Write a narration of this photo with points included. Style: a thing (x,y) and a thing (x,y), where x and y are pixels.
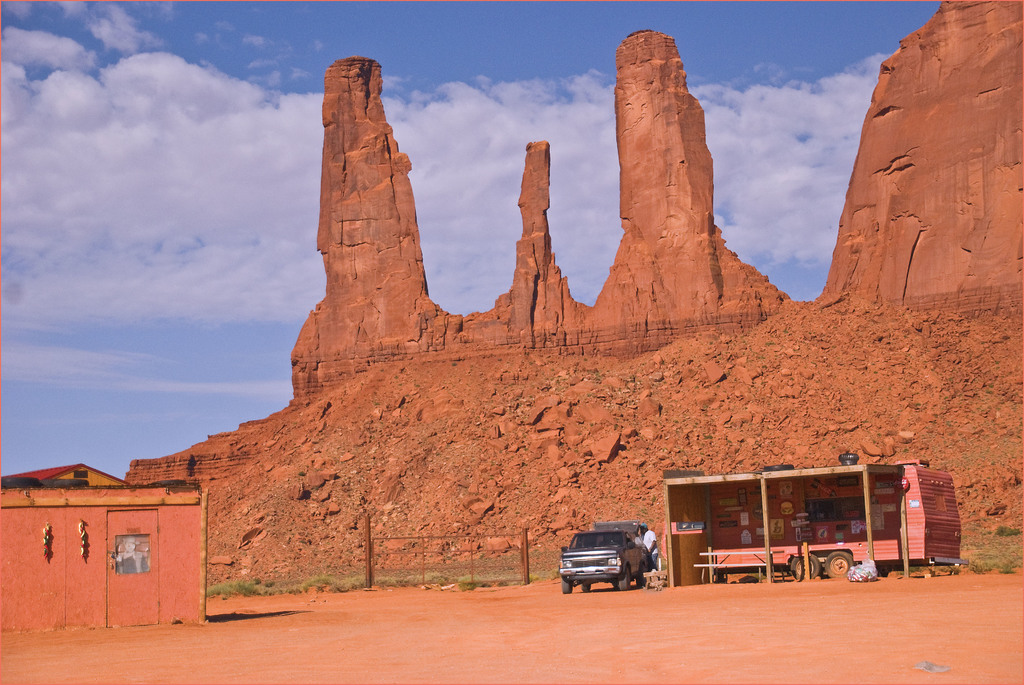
In this image there are vehicles (838,549). There is a wooden shed (671,557). On the left side of the image (172,486) there is a house (78,556). There is a metal fence (432,559). In the background of the image (518,358) there are rock structures (513,315) and there is sky (191,198).
